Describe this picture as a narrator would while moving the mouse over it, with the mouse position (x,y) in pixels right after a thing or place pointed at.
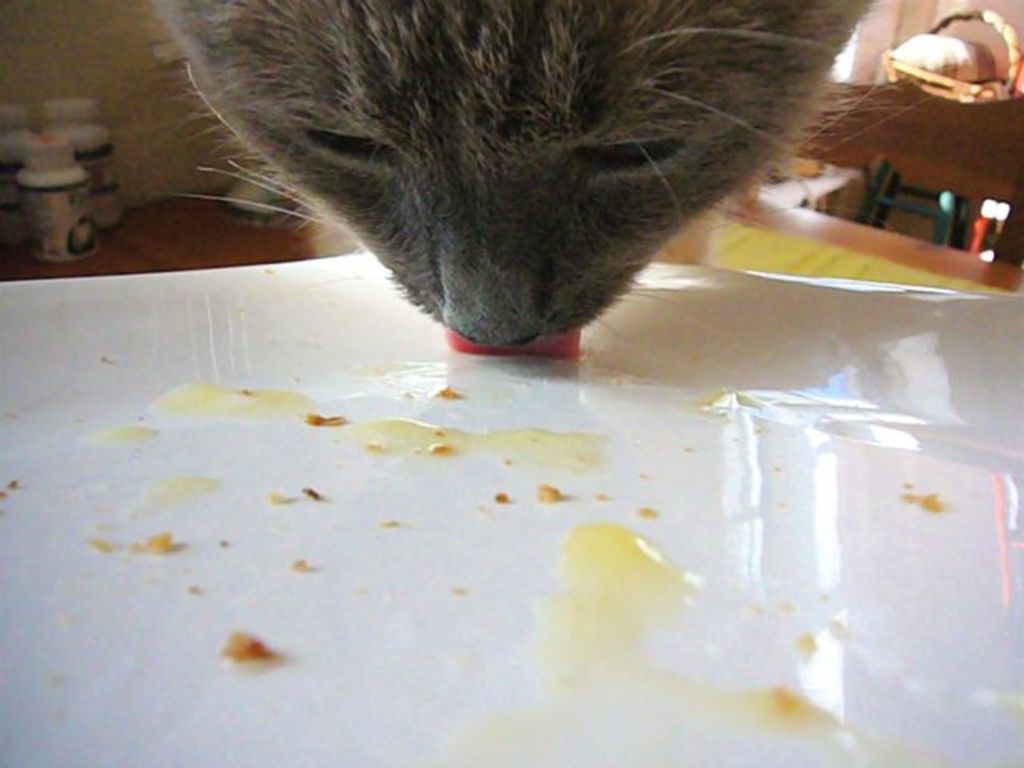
Here we can see an animal (491,103) where we can see only face (443,91) of it and it is licking some remaining food (419,424) on the table (442,480). On the left (89,187) there are small bottles (98,203) on a wooden surface (121,217) and on the right (948,199) there is a chair (886,172) and some other items (908,66) and wall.
